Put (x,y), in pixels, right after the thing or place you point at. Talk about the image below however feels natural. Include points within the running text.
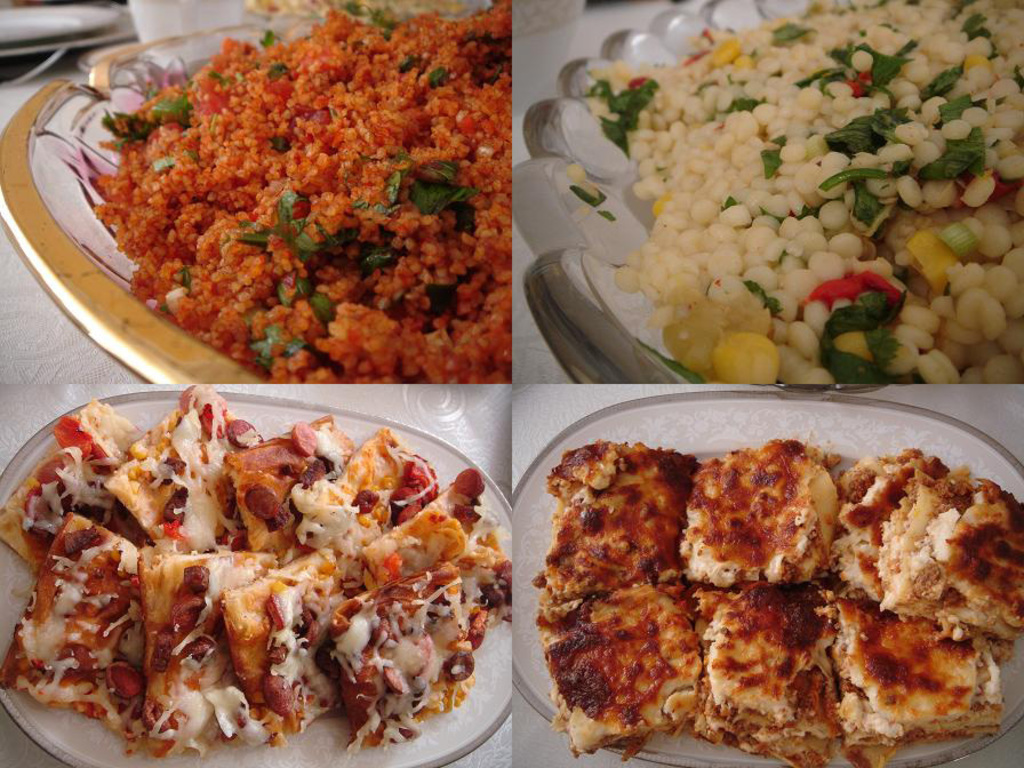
It is a collage picture. In this image, we can see food items (976,687) are in the plates (603,340). These plates (581,309) are placed on the white surface (76,369).
